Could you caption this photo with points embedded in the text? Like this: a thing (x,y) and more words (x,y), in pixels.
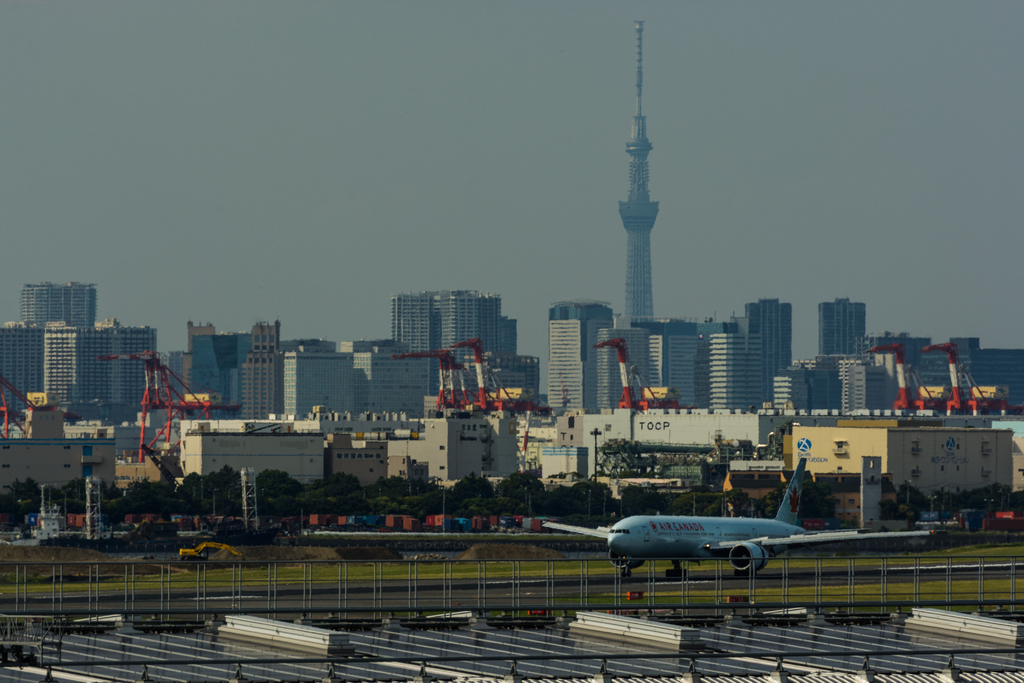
In the middle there is an aeroplane (755,566) in white color. There are buildings (11,473) and trees (493,489), at the top (484,173) it is the sky (479,177).
